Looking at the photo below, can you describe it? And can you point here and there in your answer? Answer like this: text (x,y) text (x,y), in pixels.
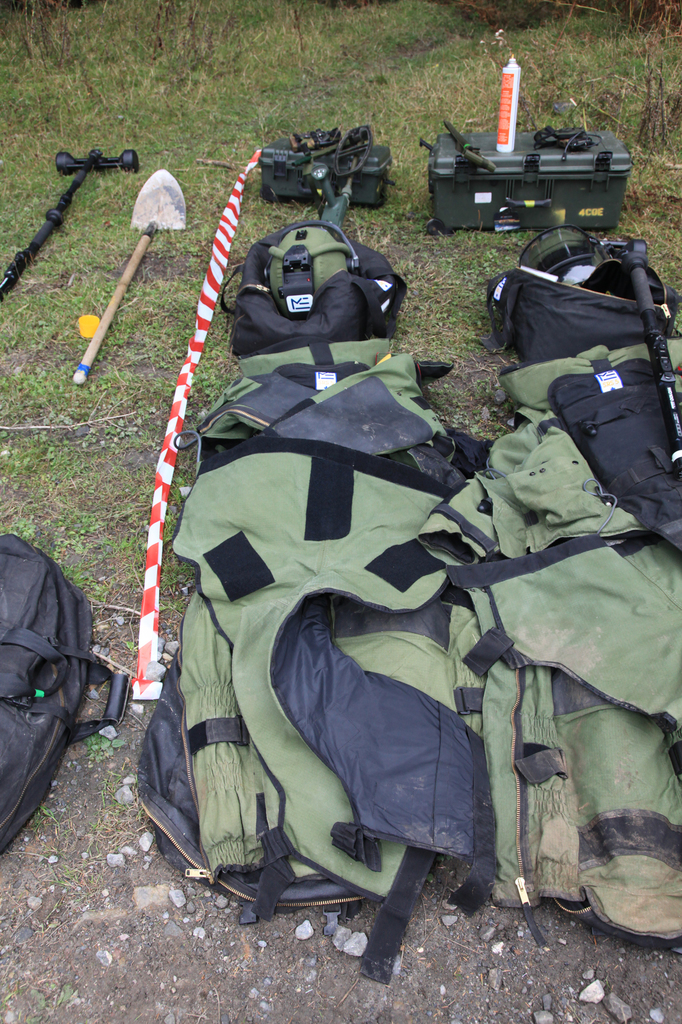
This image is clicked outside. There are so many things (453,494) in this image. There are bags (432,406), boxes (587,164), there is a stick (167,458) and digging items (160,178) on the left side (102,323) top corner. There is a Grass (36,46) on the top (445,18). There is some bottle (515,121) on the box (578,199) which is on the right side (516,166).
